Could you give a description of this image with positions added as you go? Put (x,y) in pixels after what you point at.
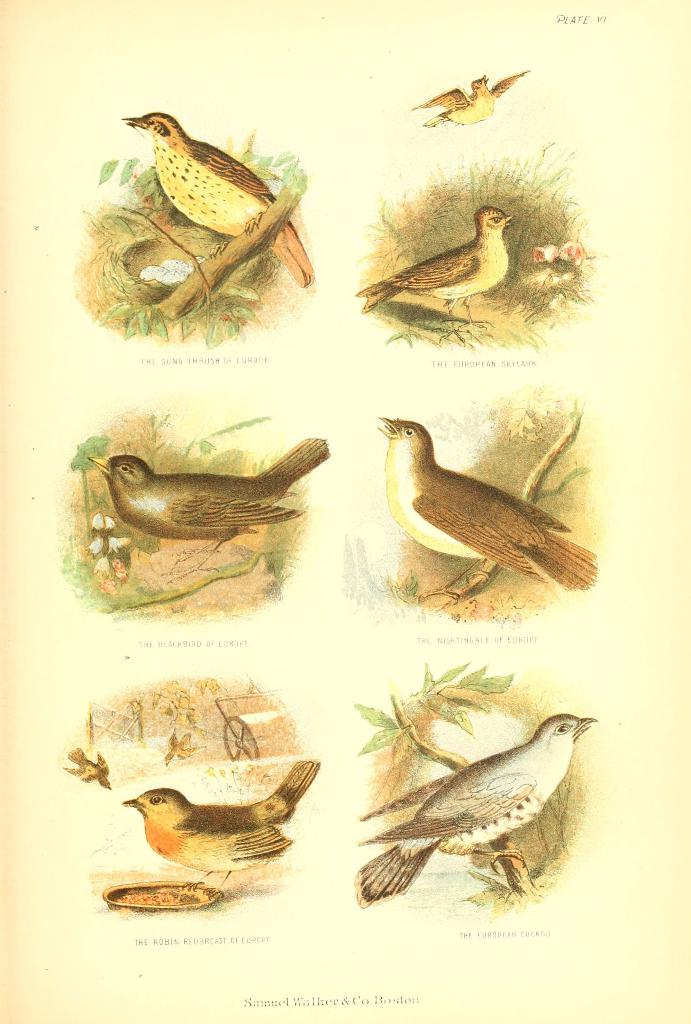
This looks like a paper (67,819). I can see different types of birds (180,195). This looks like a nest (160,288) with the eggs (162,272) in it. I can see the letters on the paper (569,20).
